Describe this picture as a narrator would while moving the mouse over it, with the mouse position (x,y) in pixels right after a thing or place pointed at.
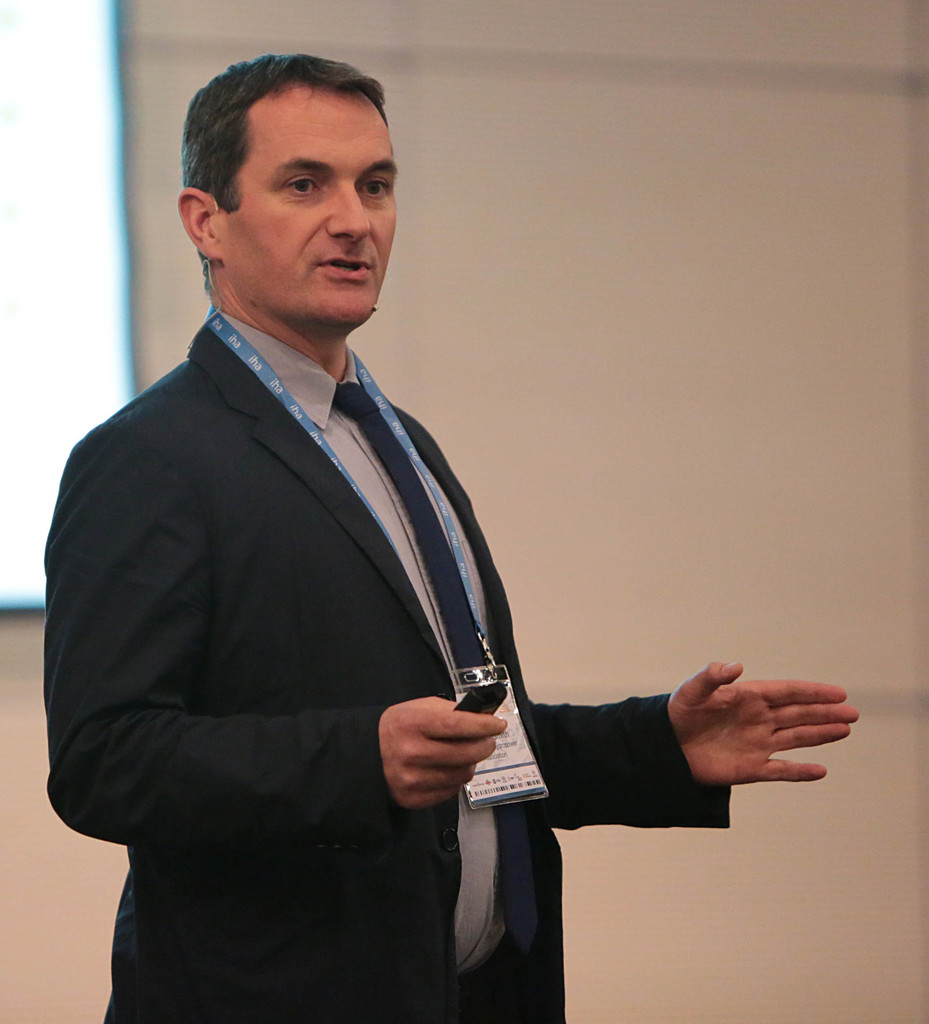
In this image there is a man (339,450) standing towards the bottom of the image (415,740), he is wearing an identity card (511,783), he is holding an object (464,709), he is talking, there is a screen (102,301) towards the left of the image (87,325), at the background of the image (705,442) there is a wall (669,473).
